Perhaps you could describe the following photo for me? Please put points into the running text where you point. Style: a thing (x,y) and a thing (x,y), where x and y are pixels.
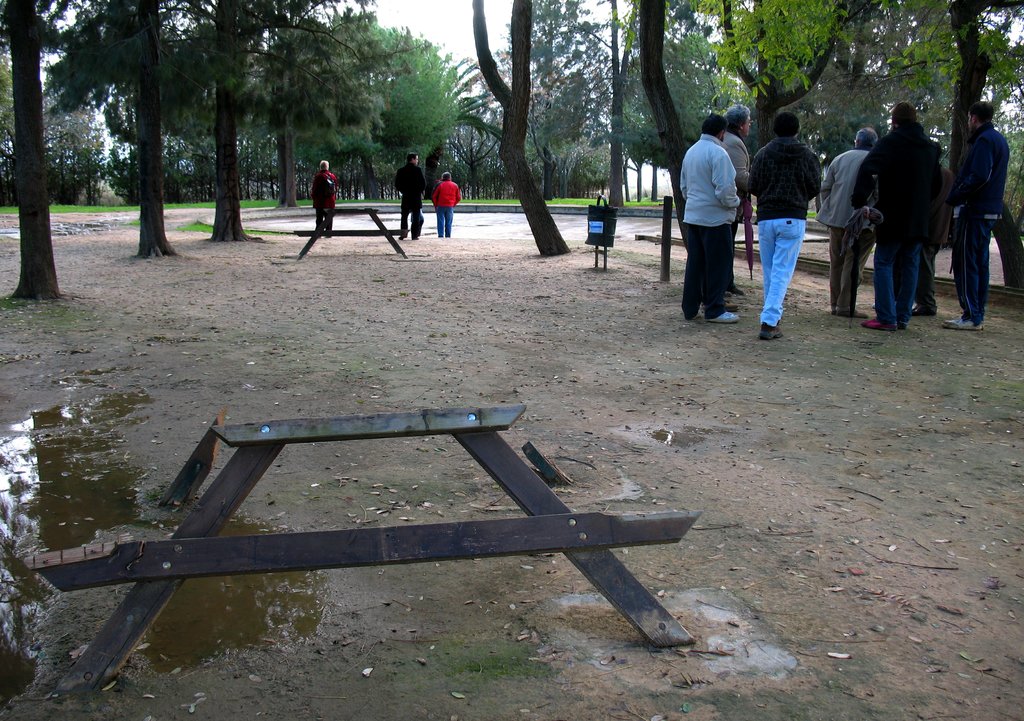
In the image there are few people (790,231) standing and walking on the land (650,321) with trees (31,252) all around the place and above its sky (435,5), in the front (245,492) there is a broken wooden furniture (255,446).
